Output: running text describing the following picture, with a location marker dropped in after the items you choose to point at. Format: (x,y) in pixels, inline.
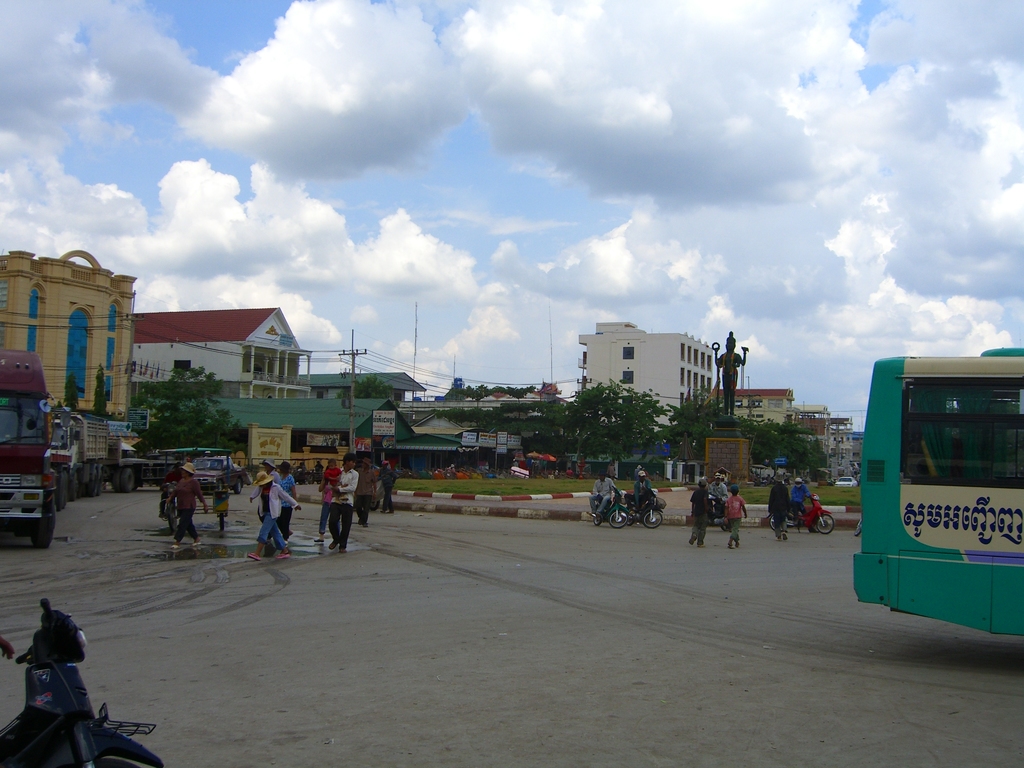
In this image we can see vehicles (98,422) on the road (266,667) and there are few persons (323,508) walking on the road (557,555) and few persons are sitting on the bikes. In the background (275,340) there are buildings (246,351), poles (132,359), wires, statues (726,429) on a platform (737,437), grass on the ground (505,487), trees (546,416), windows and clouds (386,254) in the sky (386,254).
